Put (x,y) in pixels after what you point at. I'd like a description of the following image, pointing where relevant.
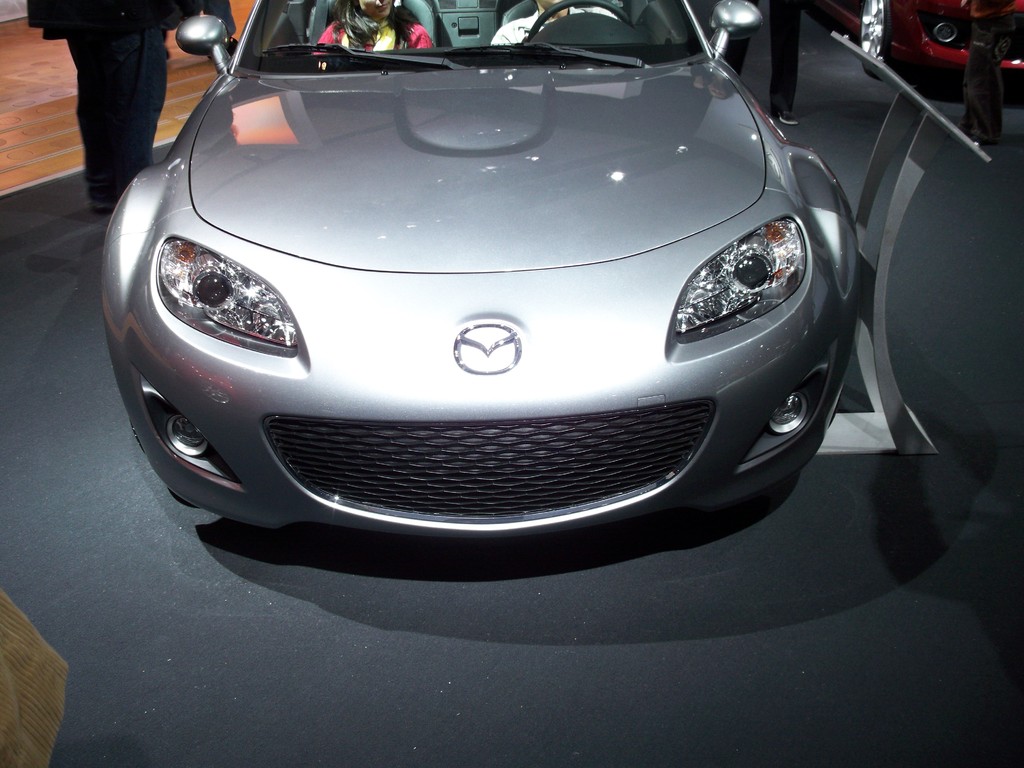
In this picture we can see a car (610,196) on the floor (627,696) with two people (389,34) sitting in it, stand (895,143), vehicle (887,24) and some people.
